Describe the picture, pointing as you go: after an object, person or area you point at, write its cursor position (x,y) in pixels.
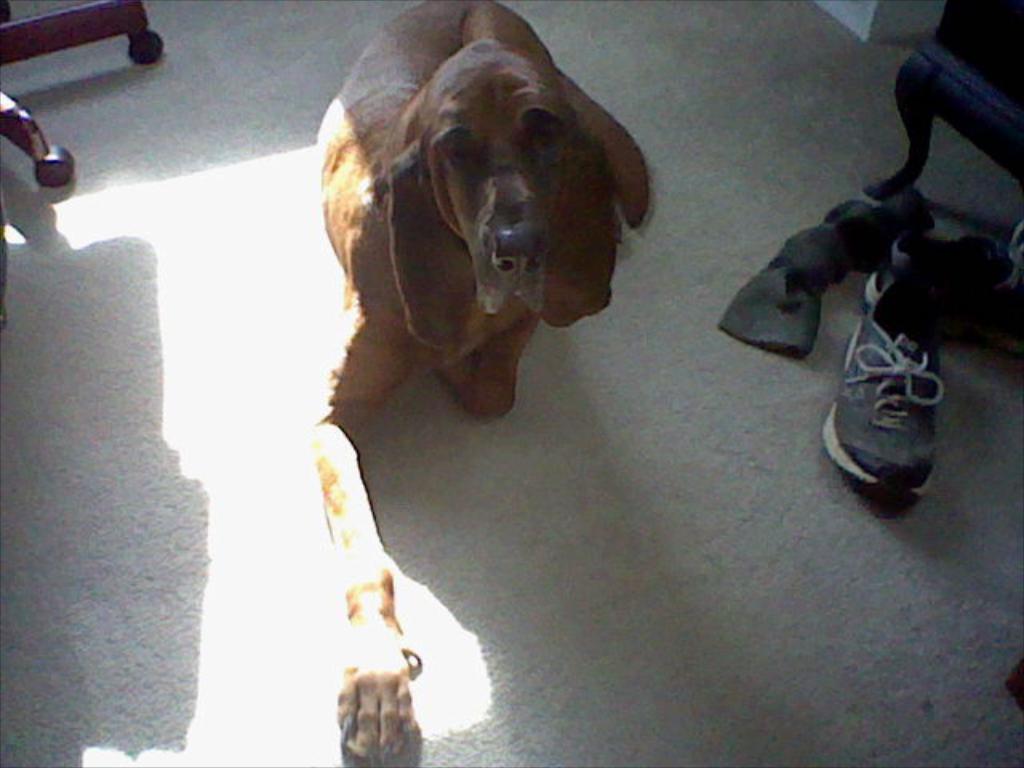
In this image in the center (382,272) there is a dog (436,238) sitting on the ground (666,253). On the right side (974,318) there are shoes (929,352) and there is a stool (963,116) and there is an object (818,264) which is black in colour. On the left side (66,24) there is an object (56,38) which is brown in colour and there is a wall (855,31) at the top right of the image (865,23).
